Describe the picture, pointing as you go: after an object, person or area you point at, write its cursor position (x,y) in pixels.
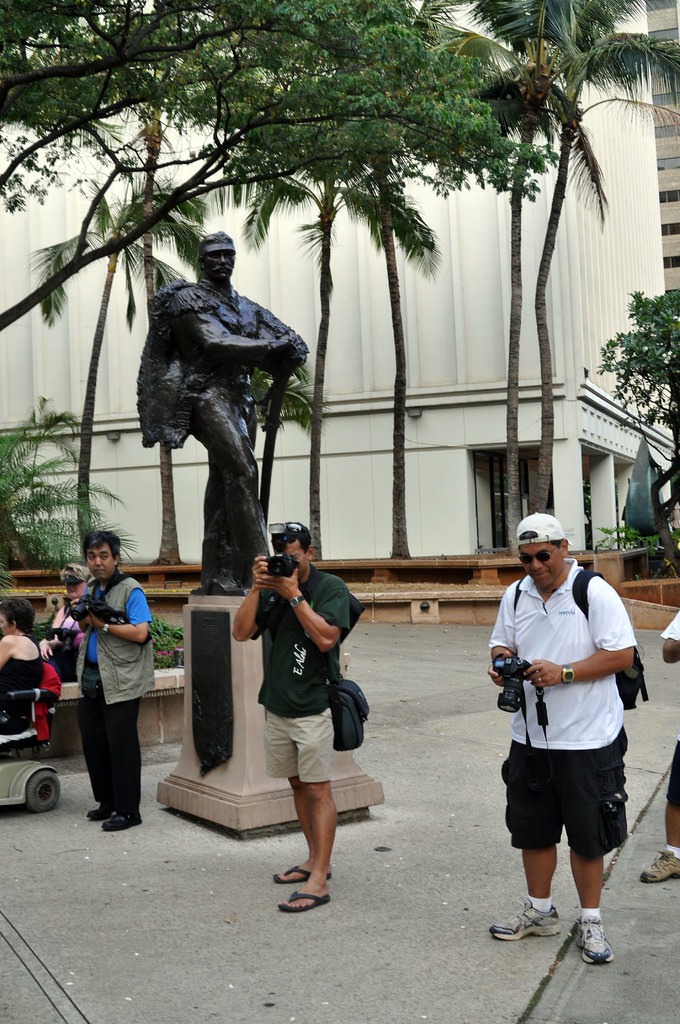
In this image there are three people (258,635) standing and holding a camera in their hand (537,668) are clicking pictures, behind them there are two other people (15,665) sitting one in a wheelchair (56,696) and there is a statue (219,442), in the background of the image (258,461) there are trees (374,178) and buildings (474,403).
